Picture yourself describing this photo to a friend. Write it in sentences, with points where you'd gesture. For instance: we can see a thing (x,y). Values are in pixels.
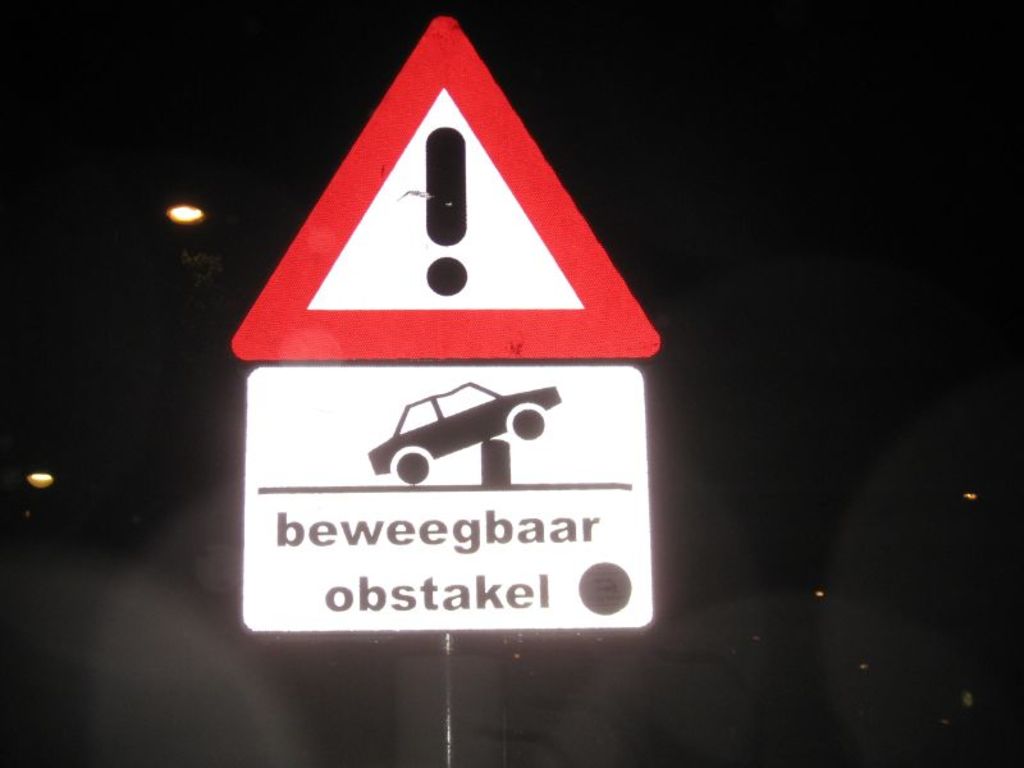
In this image, we can see a white color sign board (638,386), there is a red color sign board (358,245), on that there is a caution sign (378,245), there is a black color background (206,270) and there are some lights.
